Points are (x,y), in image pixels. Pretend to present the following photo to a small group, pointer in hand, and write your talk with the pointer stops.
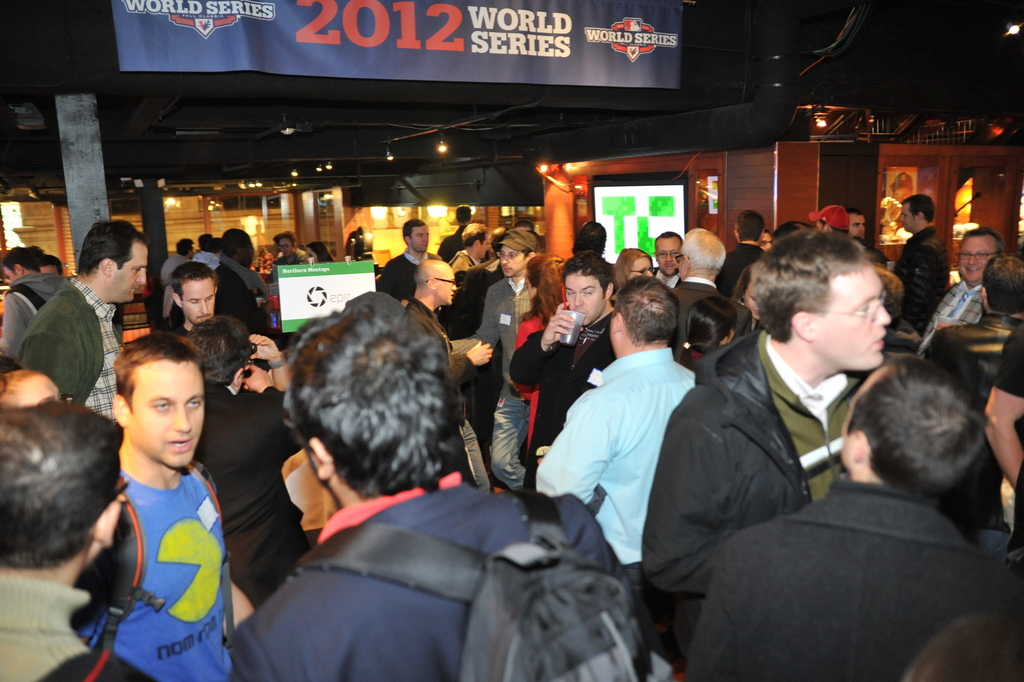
In the picture there is a huge crowd (113,301) and it looks like some event, behind the people (597,296) on the right side (684,221) there is a screen (636,217) displaying some image (621,205) and beside that there are many lights (436,208) and in the background (821,148) there is a wooden wall (919,153).
